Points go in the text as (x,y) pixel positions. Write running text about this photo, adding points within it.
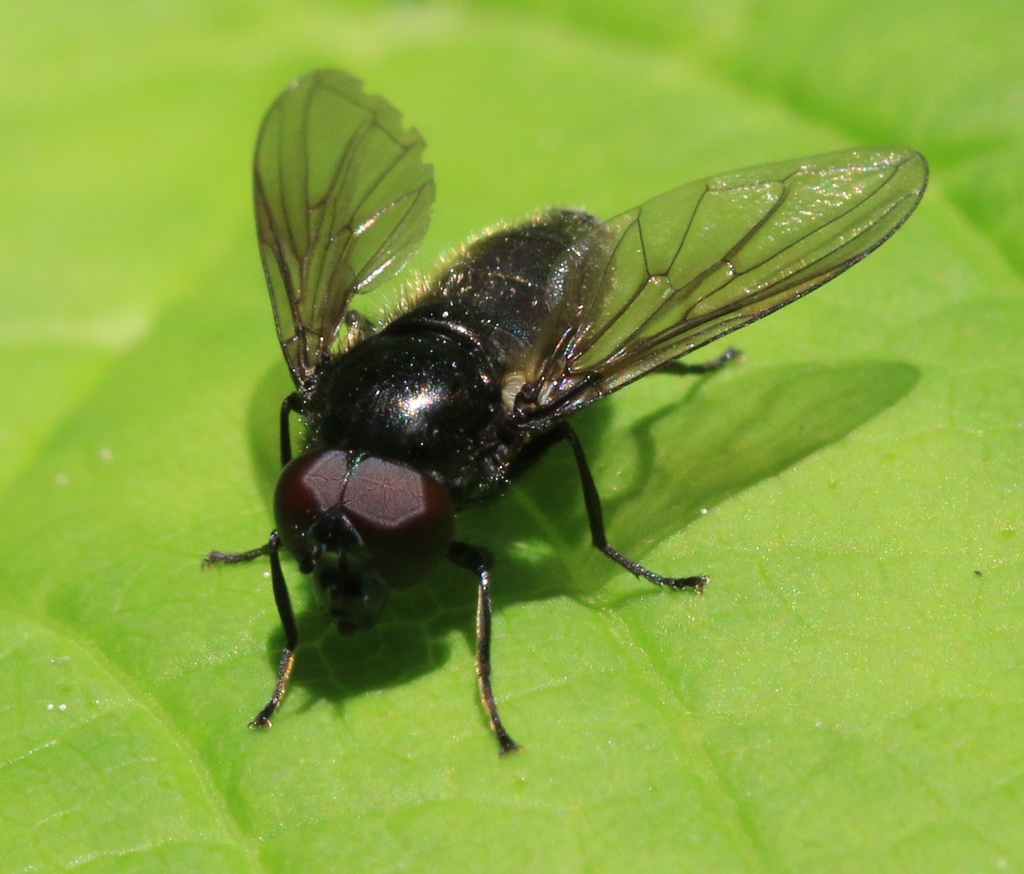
In this image we can see one insect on the green surface (388,747) which looks like a leaf (157,727).
